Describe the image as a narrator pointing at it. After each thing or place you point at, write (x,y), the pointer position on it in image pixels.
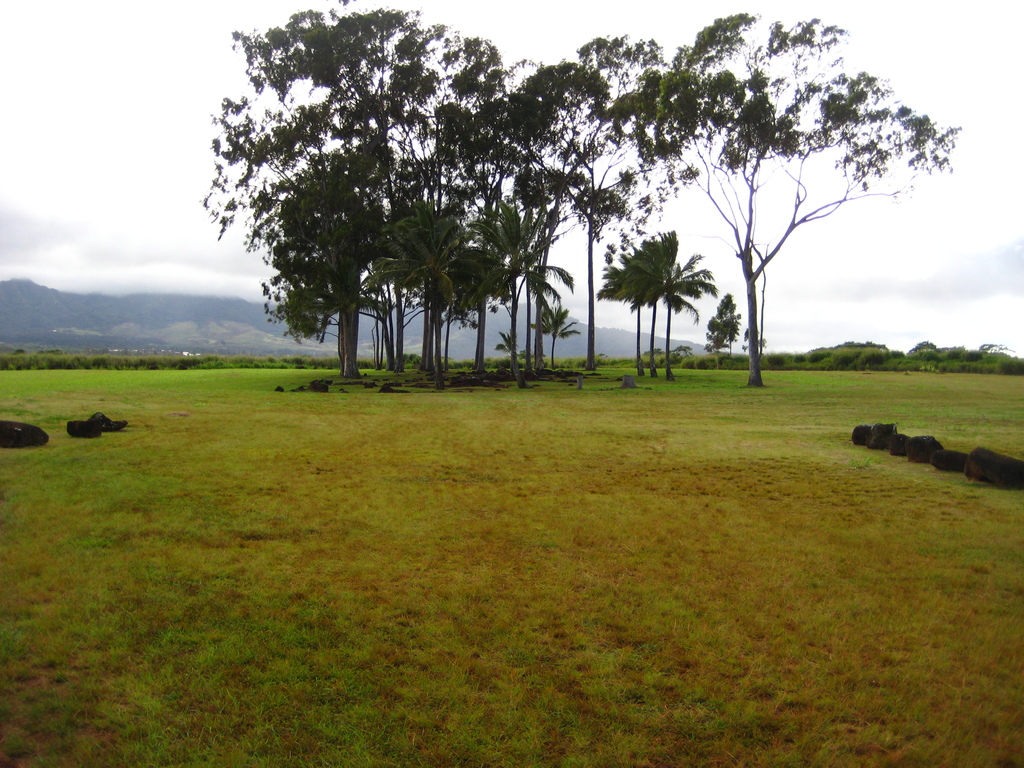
In this image I can see the grass (498,579). In the background (434,307), I can see the trees (444,223) and clouds (919,213) in the sky (900,244).
